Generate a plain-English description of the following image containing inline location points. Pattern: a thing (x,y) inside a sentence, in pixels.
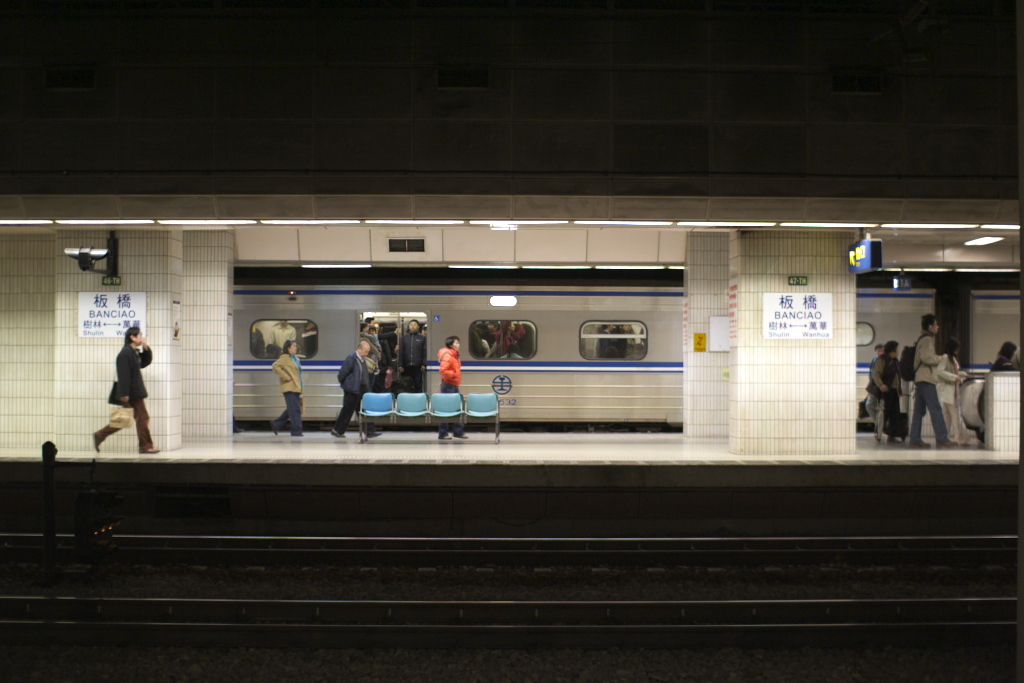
It is a railway station (27,505) there is a train (504,315) stopped beside the platform (561,475) and many people (290,413) were walking on the platform (569,440), the other side of the platform (564,458) was empty and there are no trains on the track (619,595).
